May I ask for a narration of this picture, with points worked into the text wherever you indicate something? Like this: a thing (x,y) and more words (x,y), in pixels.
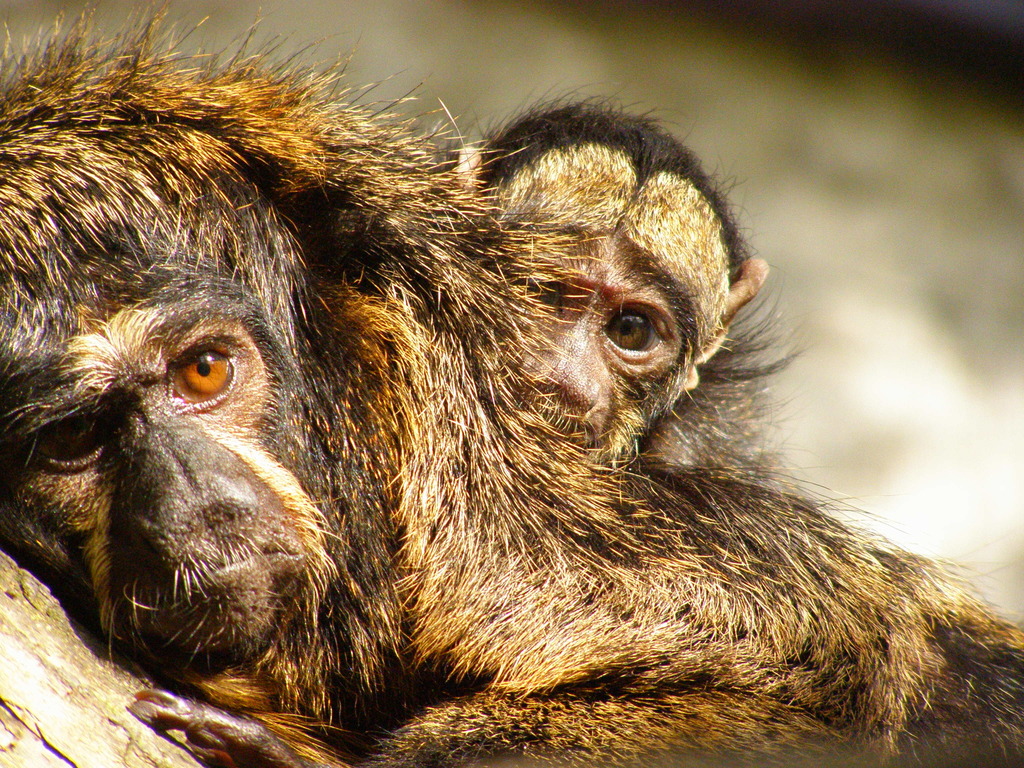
There is a monkey (299,285) in black and brown color combination lying on a wooden surface (46,739). Beside this monkey (460,481), there is another monkey (656,281). And the background (936,225) is blurred.
